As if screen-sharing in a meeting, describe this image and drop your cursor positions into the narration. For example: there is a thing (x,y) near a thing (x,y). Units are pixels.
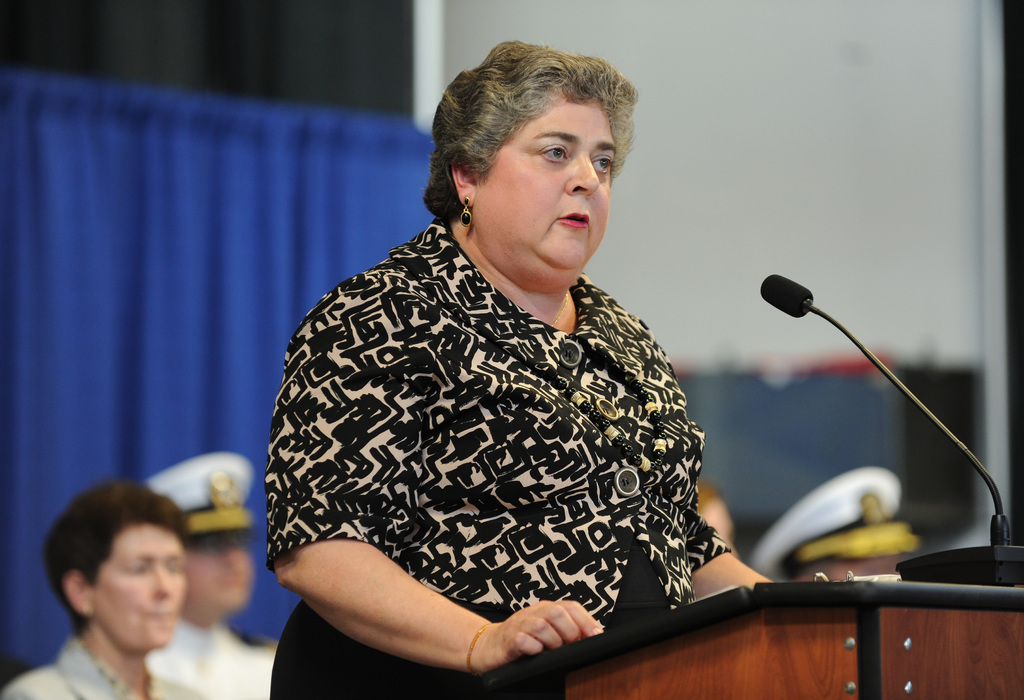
In this image, I can see the woman (453,548) standing. She wore a black dress (461,445). This looks like a podium (759,638) with the mike (957,572). I can see few people (201,596) sitting. This is the blue color cloth (124,372) hanging to the hanger (269,122). I think this is the wall (857,159).
